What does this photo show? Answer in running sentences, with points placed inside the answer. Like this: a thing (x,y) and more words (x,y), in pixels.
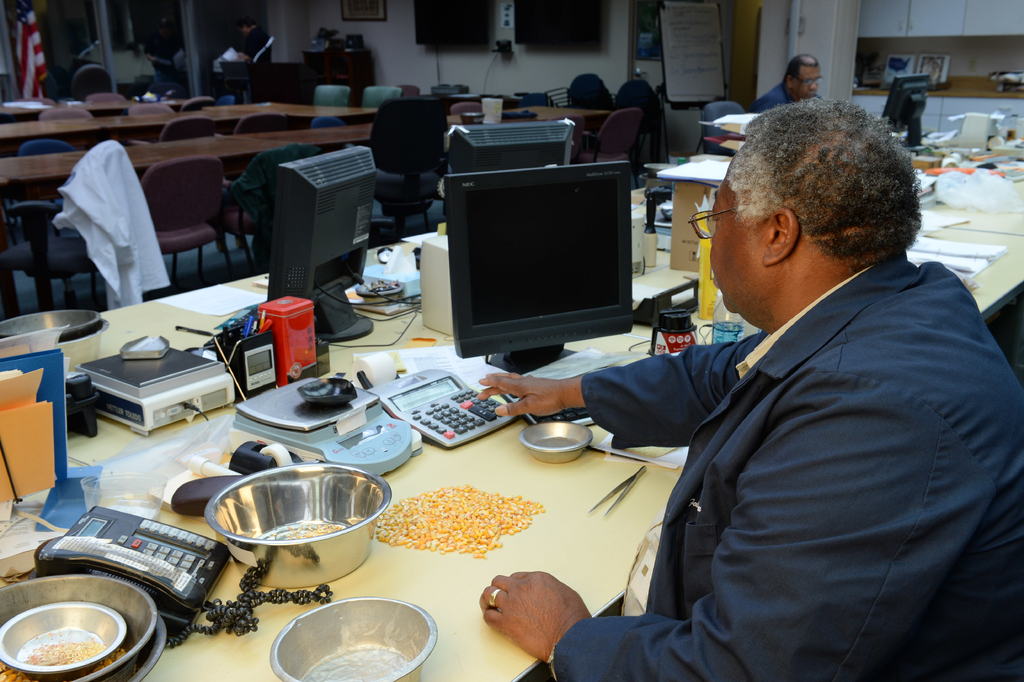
In this image we can see a group of people (675,379). In the foreground of the image (331,402) we can see a group of screens (552,194), vessels (343,487), telephone (130,561), devices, papers (6,476), seeds (515,505) and a tool (635,484) placed on the table (342,587). On the left side of the image (110,263) we can see a cloth (122,178) and a flag (41,51). In the right side of the image (916,5) we can see cupboards (988,103). At the top of the image (555,28) we can see televisions (519,29) on the wall (514,43) and photo frames (379,19).
